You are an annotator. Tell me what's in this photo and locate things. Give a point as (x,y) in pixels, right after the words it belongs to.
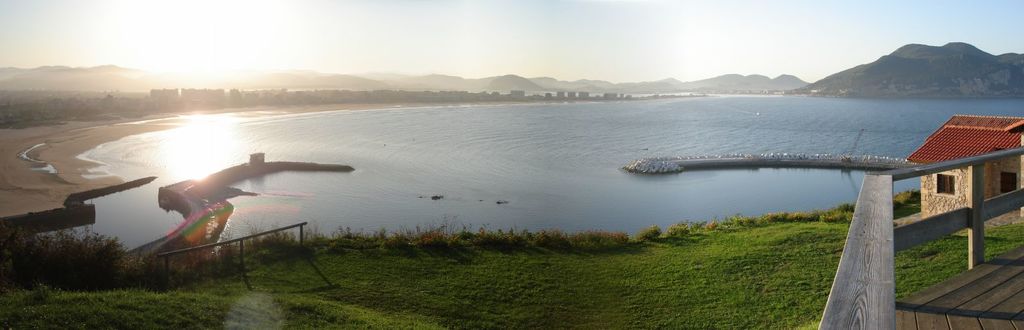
This is the picture of a lake (177,147). On the right side of the image (905,240) there is a house (1007,179) and there is a wooden railing (862,314). At the back (839,84) there are mountains (980,72) and trees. At the top (568,32) there is sky (615,25). At the bottom (582,293) there is grass (584,305), water (550,182) and sand (9,167).
